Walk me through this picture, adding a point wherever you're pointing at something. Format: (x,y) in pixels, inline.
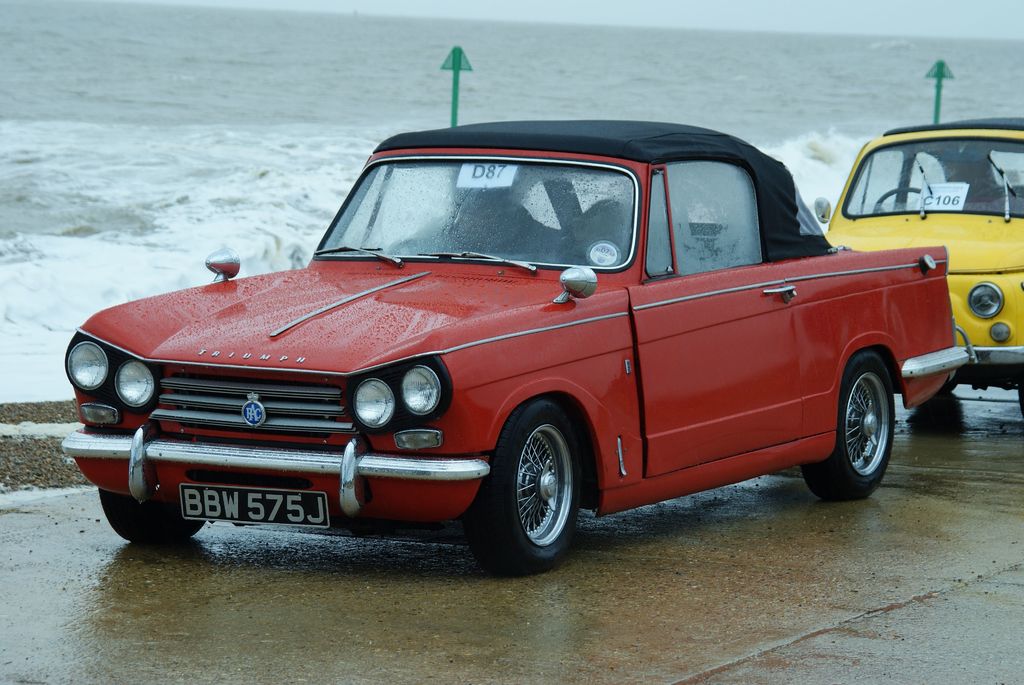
In this picture there is a red car (575,402) on the road (606,579). Behind that I can see the yellow color car (997,260). Beside that I can see the sign boards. In the background (417,122) I can see the ocean (603,97). At the top (865,18) I can see the sky (865,18).
